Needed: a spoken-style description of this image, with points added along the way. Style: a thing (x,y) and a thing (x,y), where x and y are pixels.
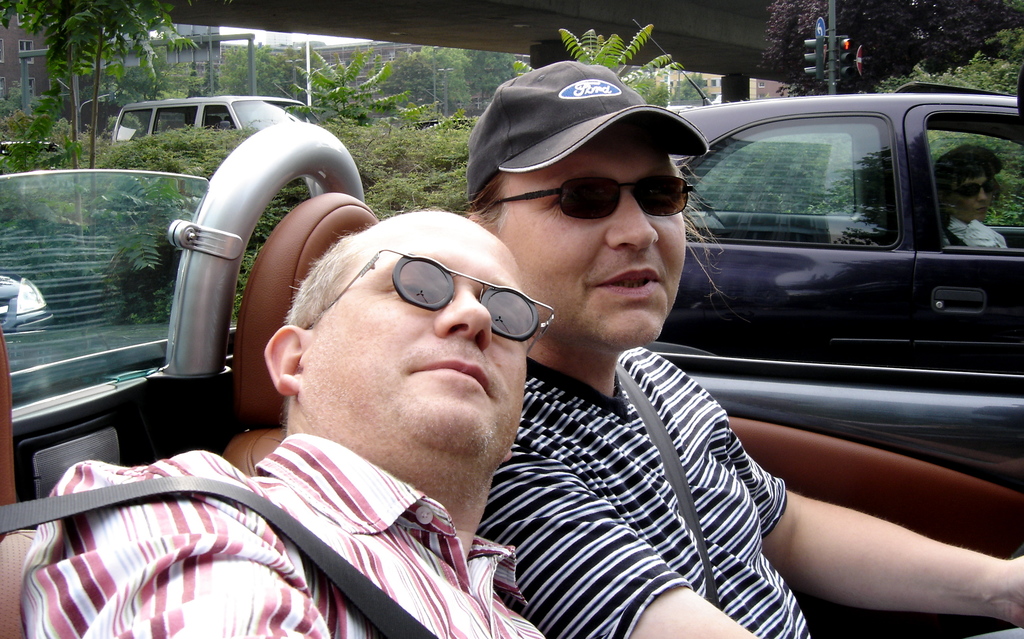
In this image there are two persons (455,463) who are sitting on a vehicle (263,463) it seems that they are riding a vehicle (741,405) and on the right side (720,569) there is one person (656,500) who is sitting and he is wearing a black shirt (642,421) and goggles (578,184) and cap (568,104) on the left side (308,551) there is another person (379,508) who is sitting and he is wearing goggles (430,277) on the top of the right side of the image (893,253) there is one car (859,269) and in that car (929,223) there is one woman (977,213) and on the left side of the image (176,66) there are trees (367,111) plants (401,117) buildings (32,36) and other car (214,113) is there and on the top of the right side of the image (832,56) there is one pole (834,31) and on the top of the image (523,26) there is one bridge (518,30).
